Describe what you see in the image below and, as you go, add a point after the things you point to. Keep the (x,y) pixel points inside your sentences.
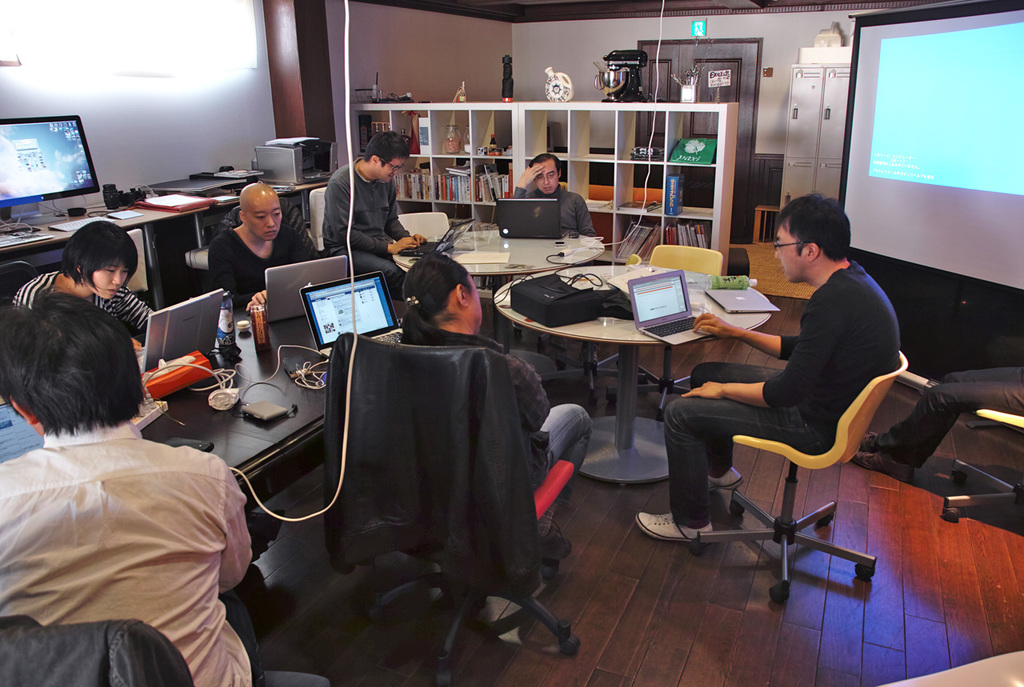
In this image i can see a group of people (129,471) who are sitting on the chair (427,418) in front of the table (593,266) and operating in laptops (311,275). On the table (237,421) we have other objects (611,309) like bottle (264,343). On the right side of the image (949,140) we have a projector screen (983,150) and a shelf (518,118) which has some objects (566,99) on it.
